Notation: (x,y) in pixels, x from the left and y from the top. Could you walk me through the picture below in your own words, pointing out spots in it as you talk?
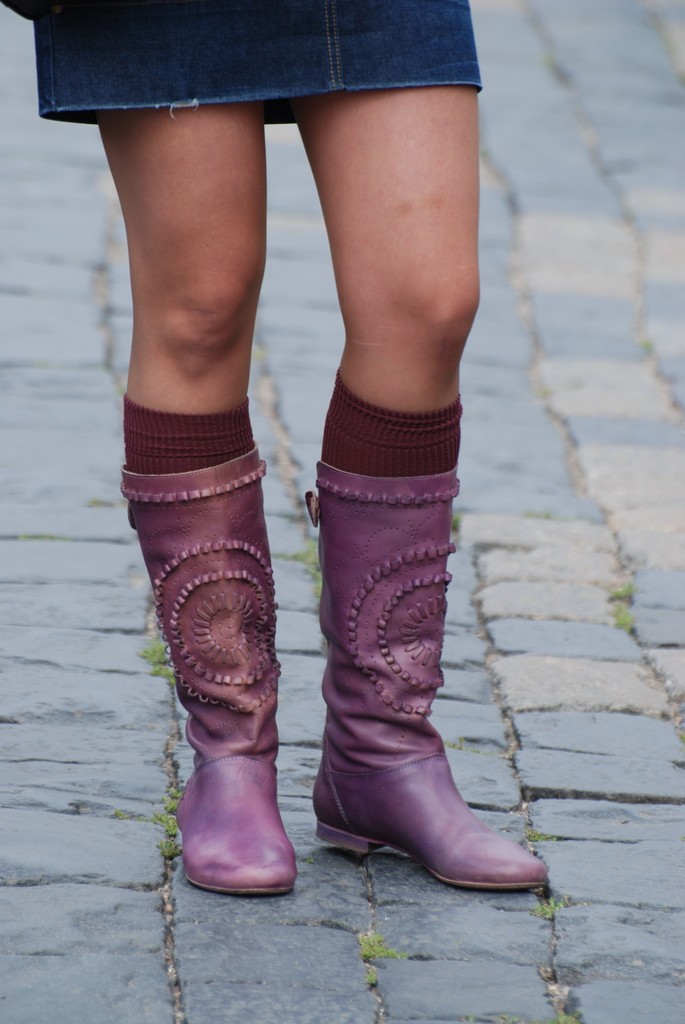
In the center of the image (334,420) we can see a person legs (260,235) and wearing skirt (177,34), socks (194,432), shoes (237,569) are there. In the background of the image (61,739) we can see floor (365,918) and some grass (379,953) are there.
